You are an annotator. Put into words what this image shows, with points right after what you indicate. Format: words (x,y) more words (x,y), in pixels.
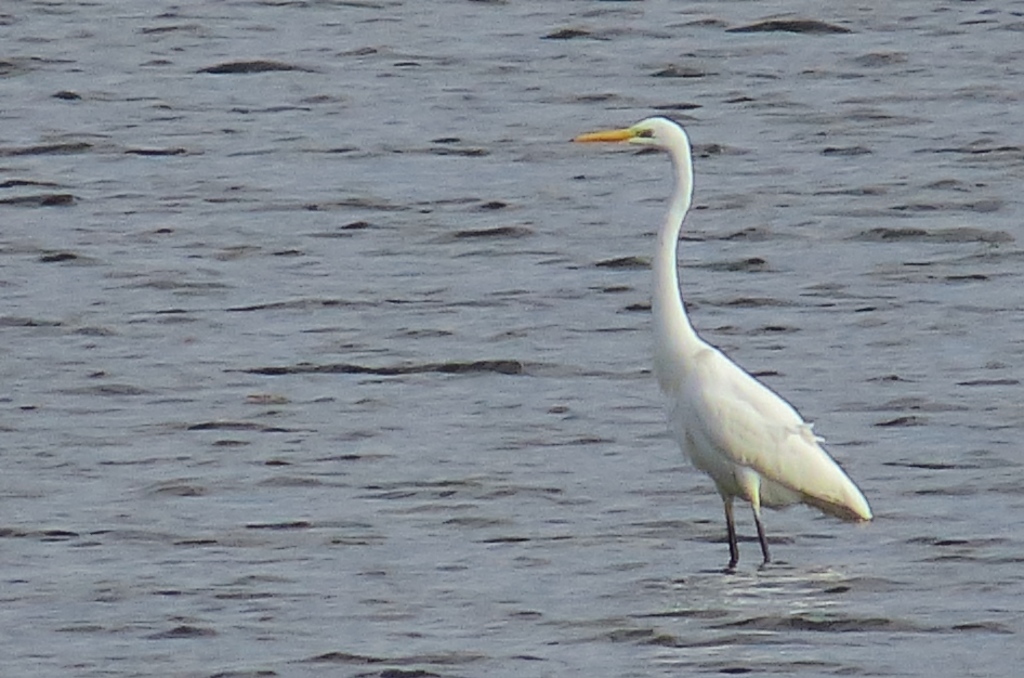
In this image there is a Great egret bird (684,219) in the water (619,325).
